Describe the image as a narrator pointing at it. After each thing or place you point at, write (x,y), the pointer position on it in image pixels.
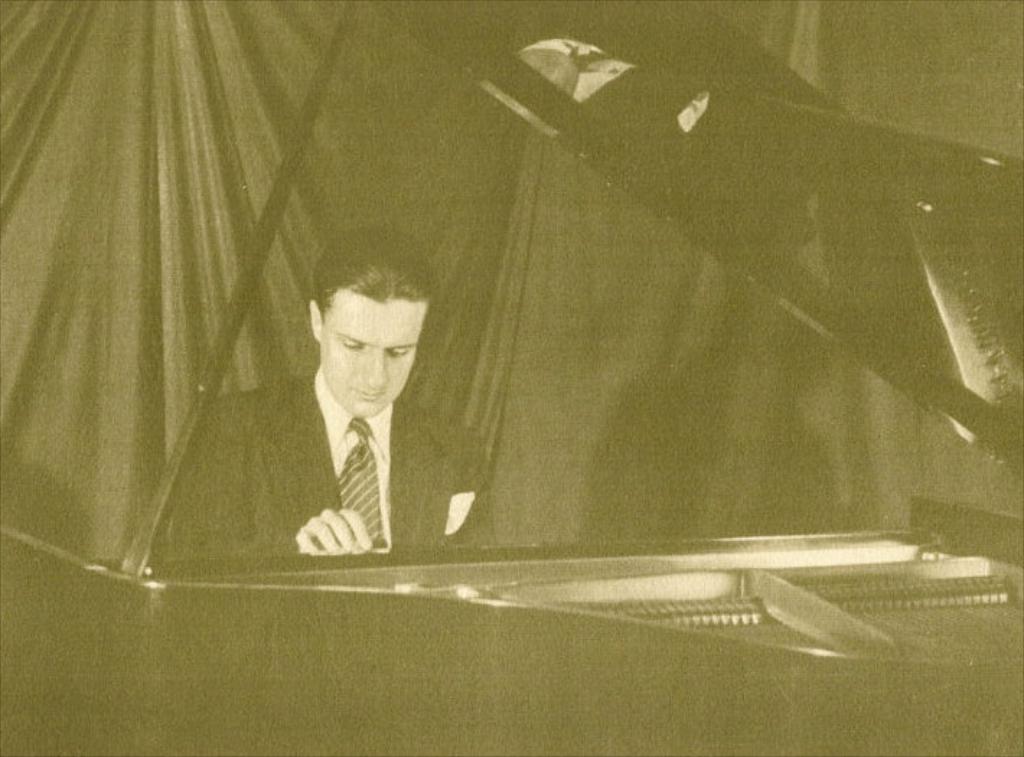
This is a black and white picture. In this picture there is a person (391,519) sitting in front of a piano (619,565). In the background (462,201) there is curtain (869,66).
